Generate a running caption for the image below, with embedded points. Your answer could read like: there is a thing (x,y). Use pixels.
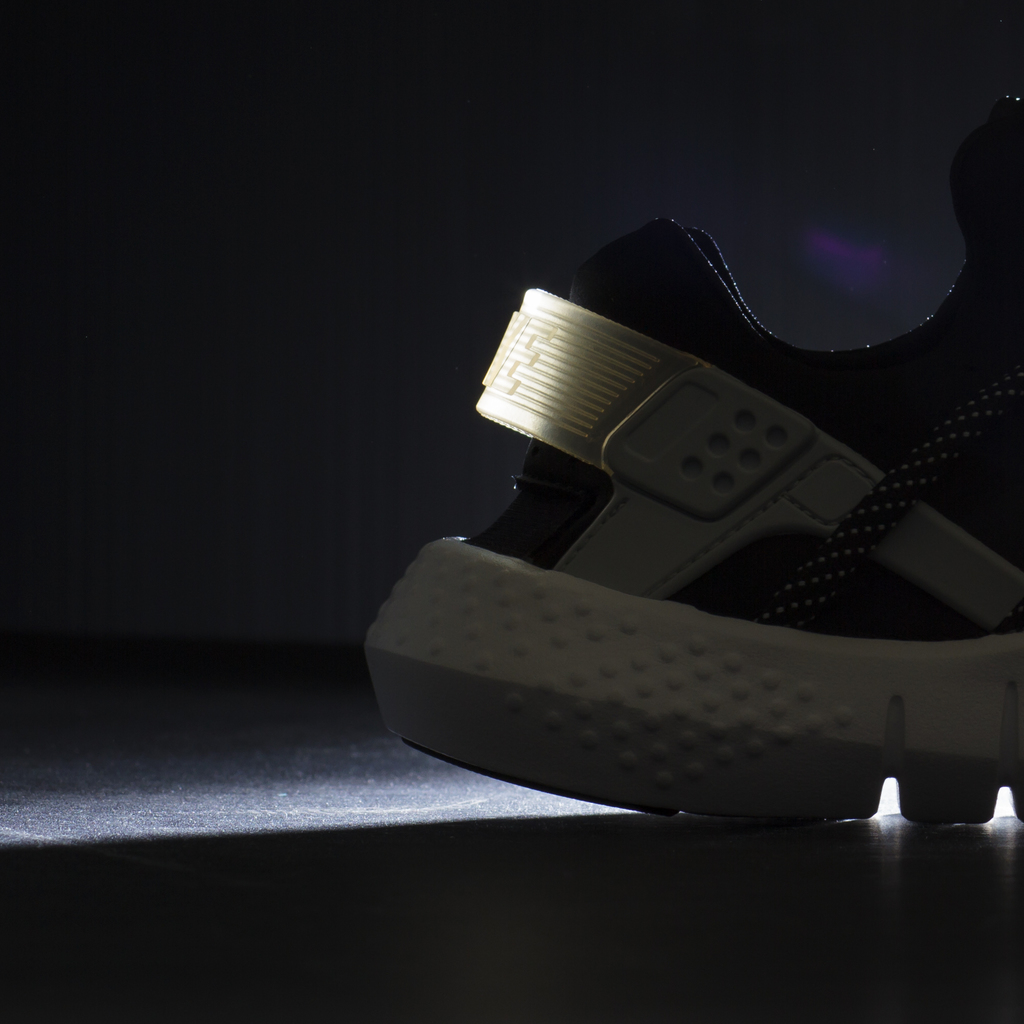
In this image we can see a shoe (748,677) on the floor (736,895).
